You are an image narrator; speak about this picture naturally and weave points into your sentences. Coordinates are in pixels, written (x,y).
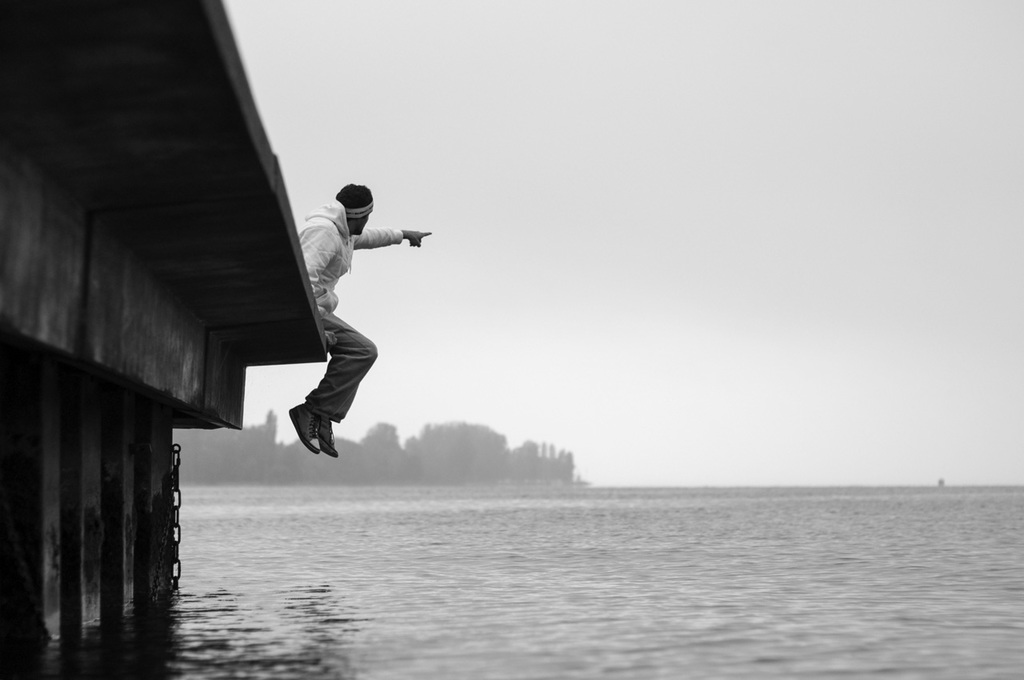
On the left side (328,411) a man (336,377) is sitting on the bridge (226,391), he wore coat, trouser (334,347), shoes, cap (356,217). At the bottom (642,629) this is water (662,576), at the top (684,153) there is the sky (629,455).
